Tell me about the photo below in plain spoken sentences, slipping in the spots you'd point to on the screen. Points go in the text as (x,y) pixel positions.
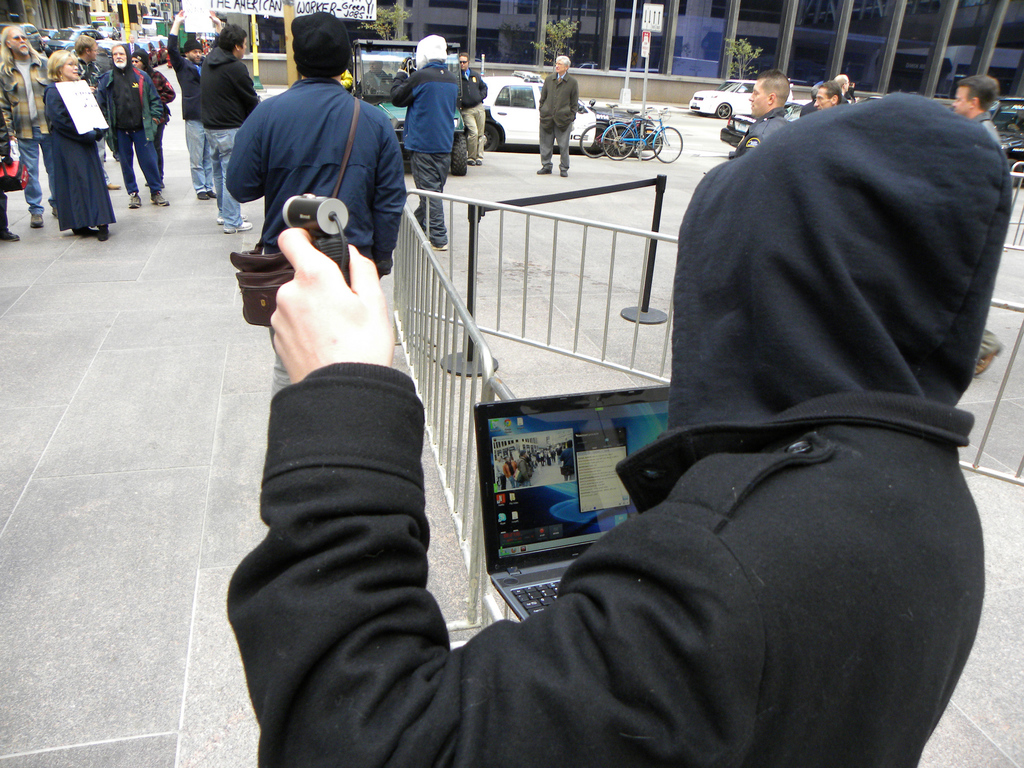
On the right side of the image (752,362) there is a person (523,651) holding a laptop (553,484) and on the other hand (317,265) there is an object (324,223). In the background (374,119) there are few people (334,86) standing. There is a building (721,19) with glasses (640,45). And also there is a road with vehicles (740,94). There are poles (641,128) with sign boards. On the right side of the image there is a fencing (495,387).
